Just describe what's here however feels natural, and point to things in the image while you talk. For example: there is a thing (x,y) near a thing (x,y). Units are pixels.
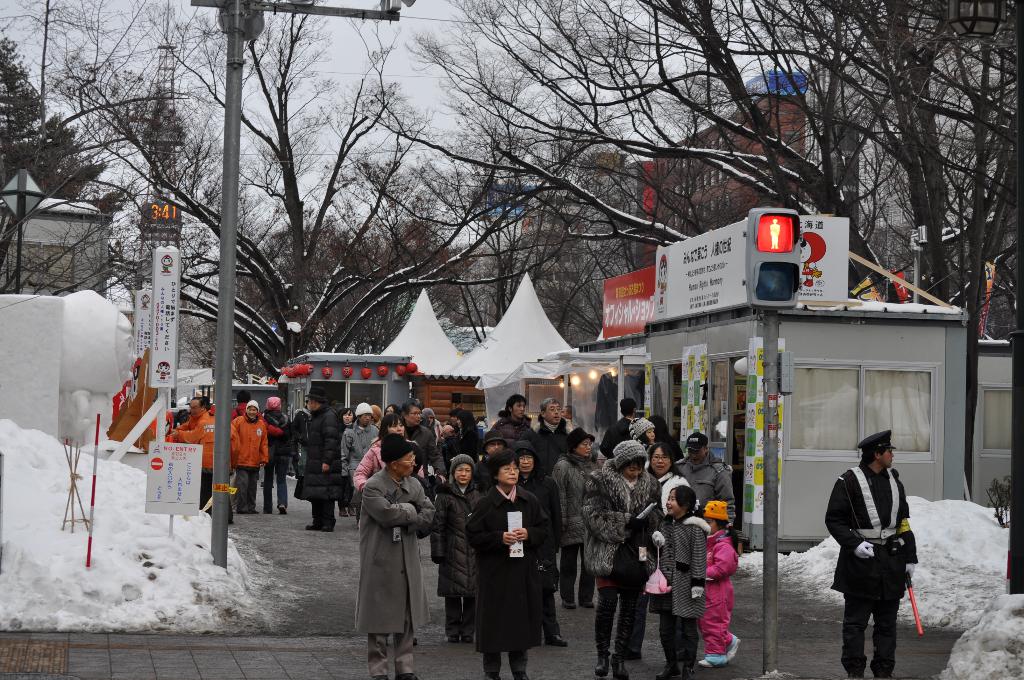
We can see group of people (567,475) and we can see traffic signal (769,279) on pole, boards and snow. Background (203,329) we can see trees (989,151), buildings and sky (642,139).
